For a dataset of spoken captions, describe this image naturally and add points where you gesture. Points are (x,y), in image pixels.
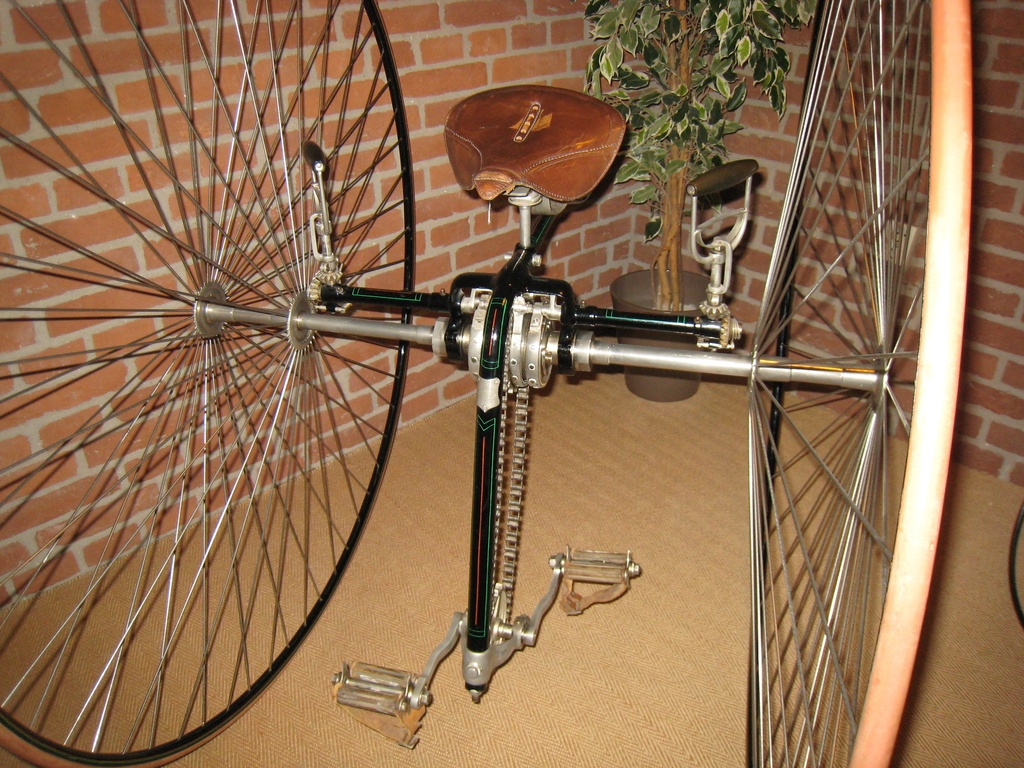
In this image we can see a vehicle (897,213) placed on the ground (669,703). In the background (722,85) we can see a plant (720,80) in pot (691,281) and the wall (837,101).
